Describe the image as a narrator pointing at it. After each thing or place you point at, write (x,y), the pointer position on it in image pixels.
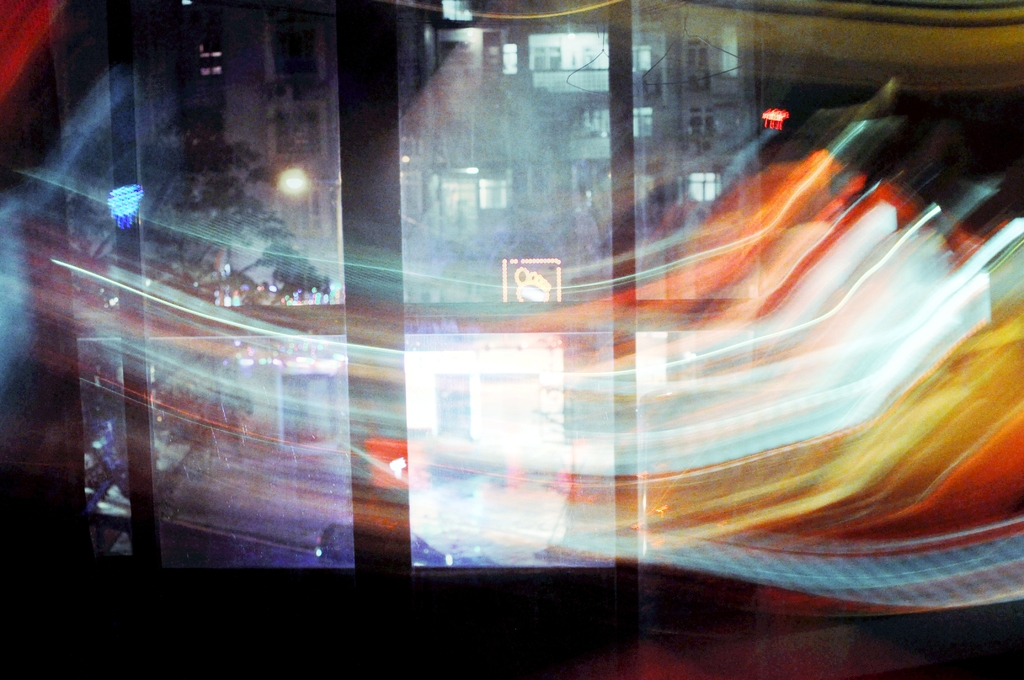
In this image we can see buildings (552,153), lights (229,270), trees (232,225), also we can see the windows (229,419), and some part of the image is blurred.
